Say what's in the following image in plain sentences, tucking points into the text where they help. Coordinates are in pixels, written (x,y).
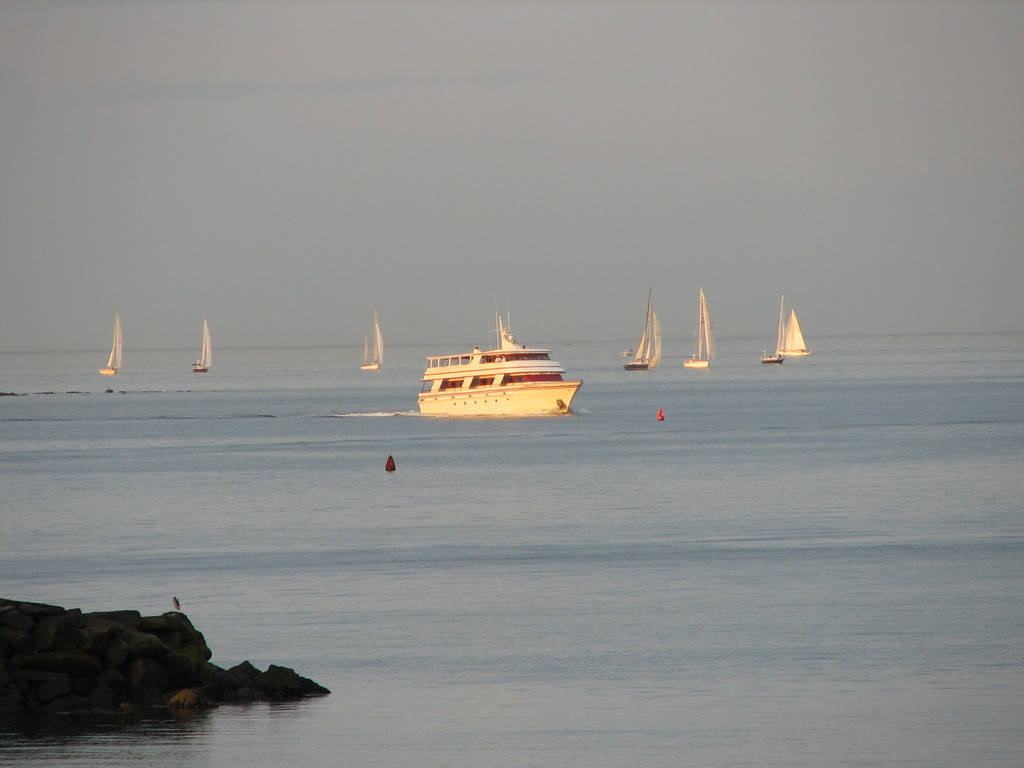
Here in this picture we can see number of boats (116,333) present in the water (399,519) and in the front (153,636) on the left side (162,684) we can see some stones (145,647) present on the ground (116,707) and we can see the sky (291,320) is cloudy.
